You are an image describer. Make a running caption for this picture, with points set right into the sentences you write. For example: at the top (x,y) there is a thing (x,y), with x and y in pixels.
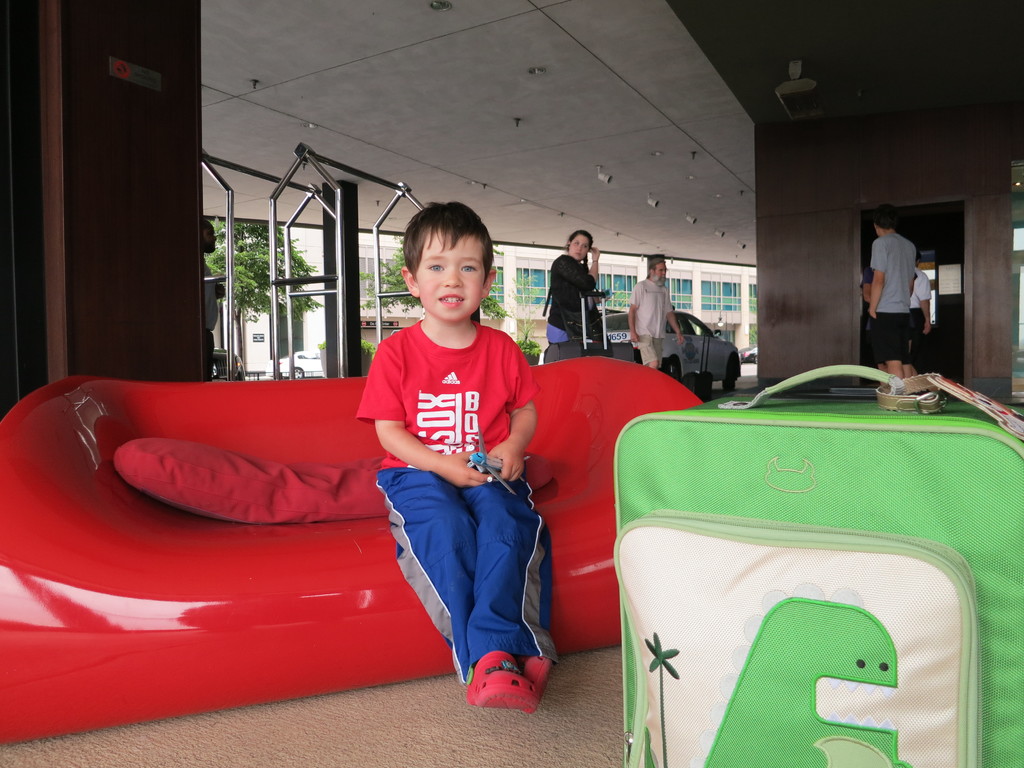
At the foreground of the image (504,469) there is a kid (437,389) wearing red color dress (405,467) sitting on the couch (608,427) and at the background of the image (881,334) there are persons (894,348) standing and at the right side of the image (898,541) there is a bag (881,546).
